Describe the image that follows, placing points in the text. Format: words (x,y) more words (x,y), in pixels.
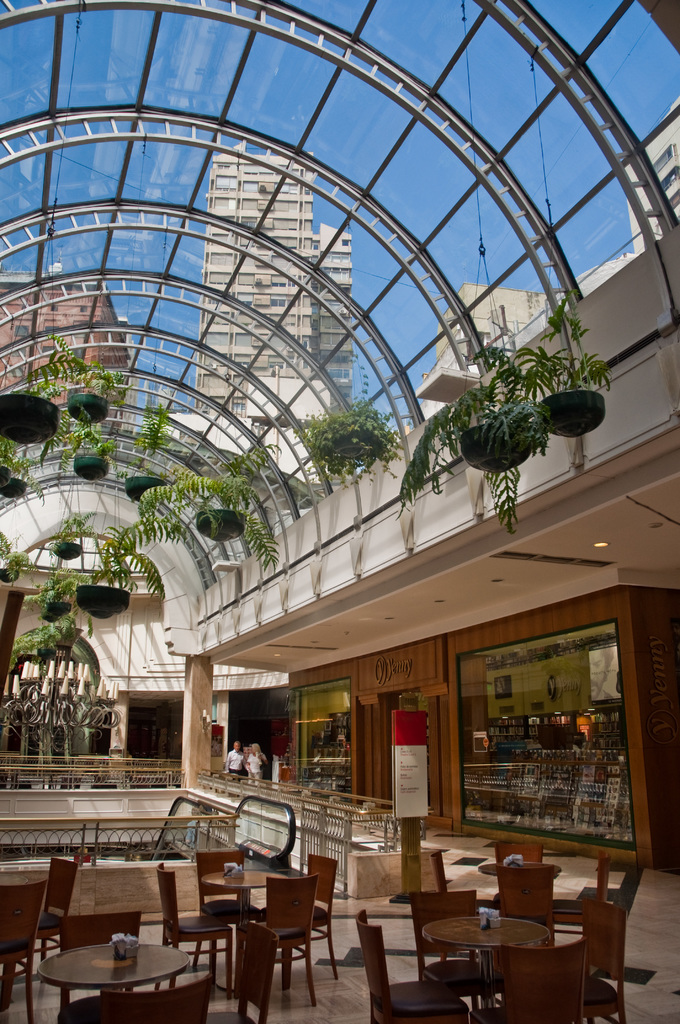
This image is taken inside of a building (296,617) where we can see tables (481,990), chairs (448,976), railing (242,791), a shop (438,718), boards (408,721), plants (506,434) hanging to the glass ceiling (427,117). Through the glass (333,219) on the top (298,209), we can see buildings (292,206), and the sky (333,209).
